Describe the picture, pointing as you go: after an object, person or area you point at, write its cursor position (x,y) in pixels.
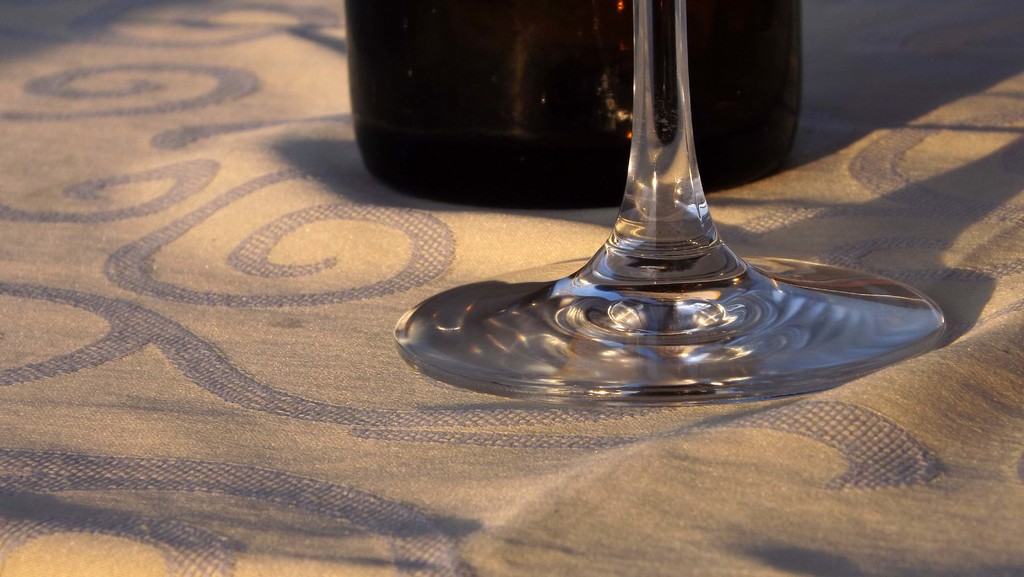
In the image it looks like there is a bottle (581,82) and a glass (653,60) kept on a cloth (171,330).
